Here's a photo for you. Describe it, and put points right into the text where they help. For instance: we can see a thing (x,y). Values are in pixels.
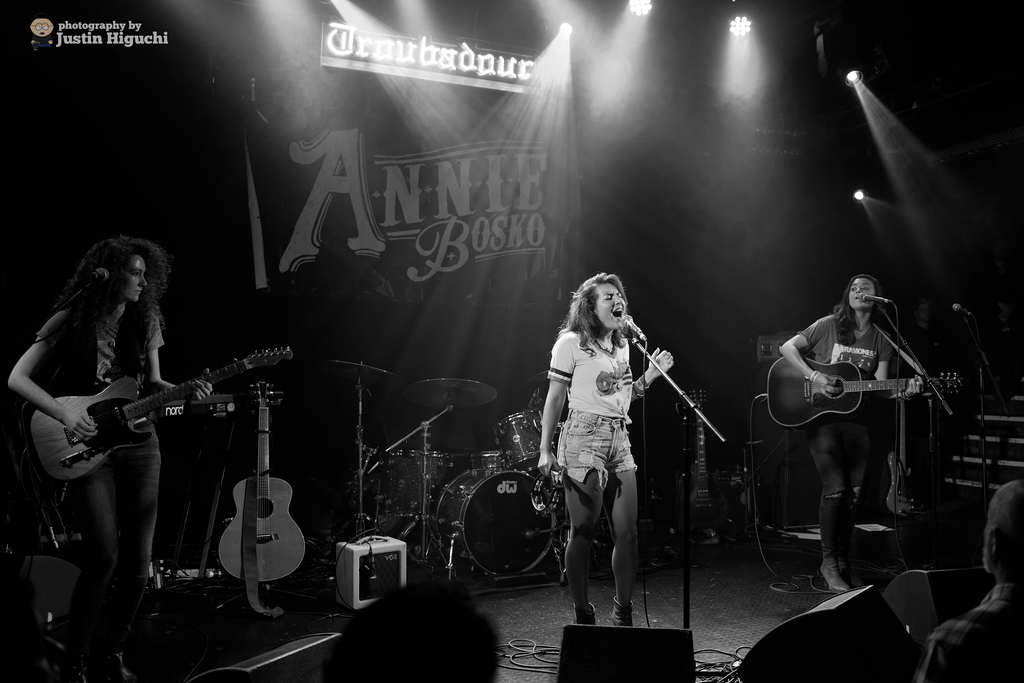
In this image I can see three people (606,449). Two people (861,492) are playing the musical instruments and one person (584,402) is standing in-front of the mic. In the background (493,205) there is a drum set (360,528) and the banner (431,235).
